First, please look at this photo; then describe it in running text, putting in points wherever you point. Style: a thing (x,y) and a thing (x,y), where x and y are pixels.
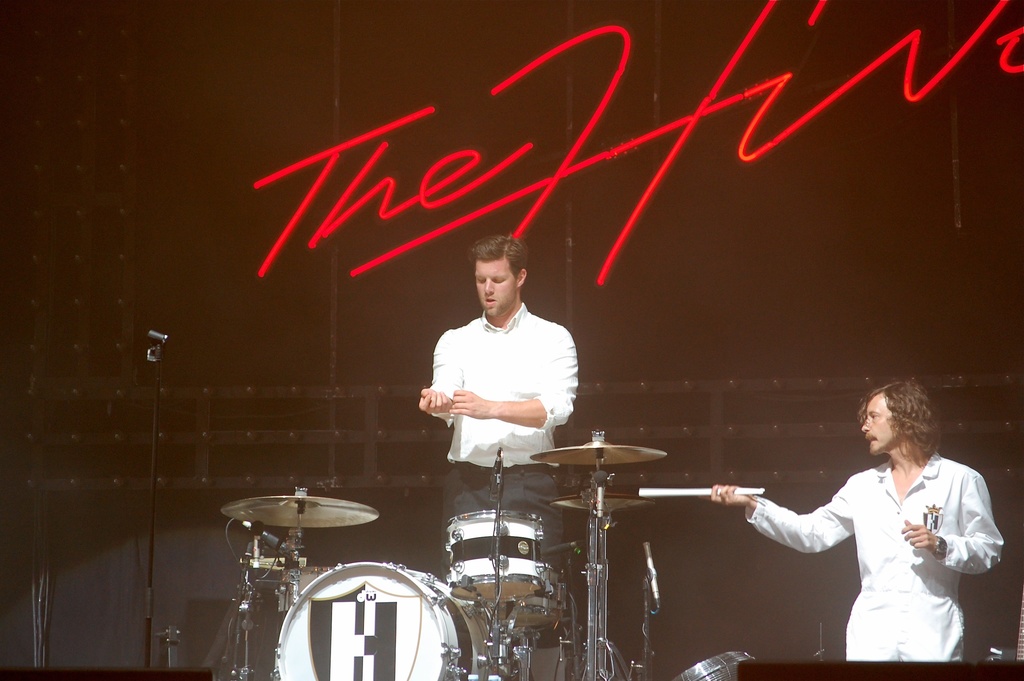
In this image we can see two persons (766,520). There are mikes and musical instruments (443,665). There is a black background (870,161) and we can see something is written on it.
